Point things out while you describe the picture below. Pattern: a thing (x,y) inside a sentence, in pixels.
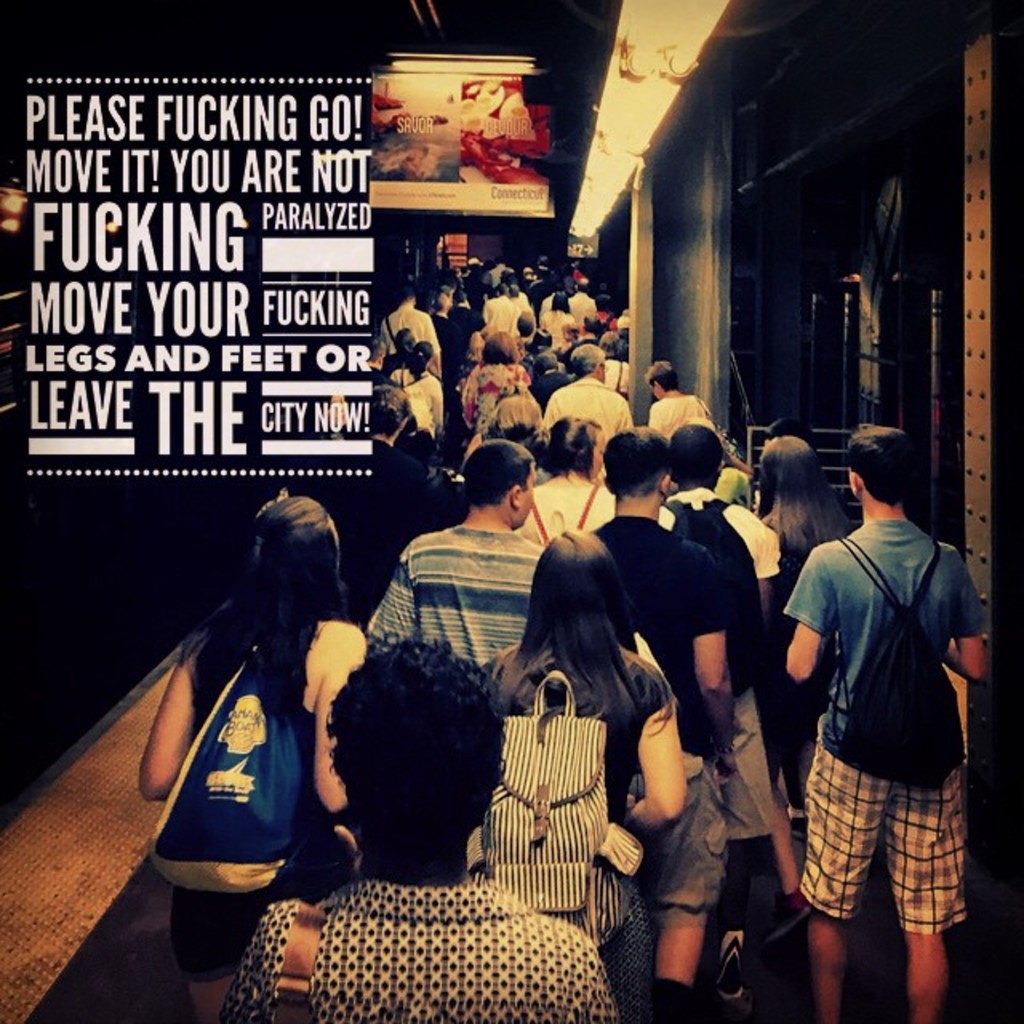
In this picture there are people (577,451) in the center of the image (537,402) and there is light (633,128) at the top side of the image (633,115).
